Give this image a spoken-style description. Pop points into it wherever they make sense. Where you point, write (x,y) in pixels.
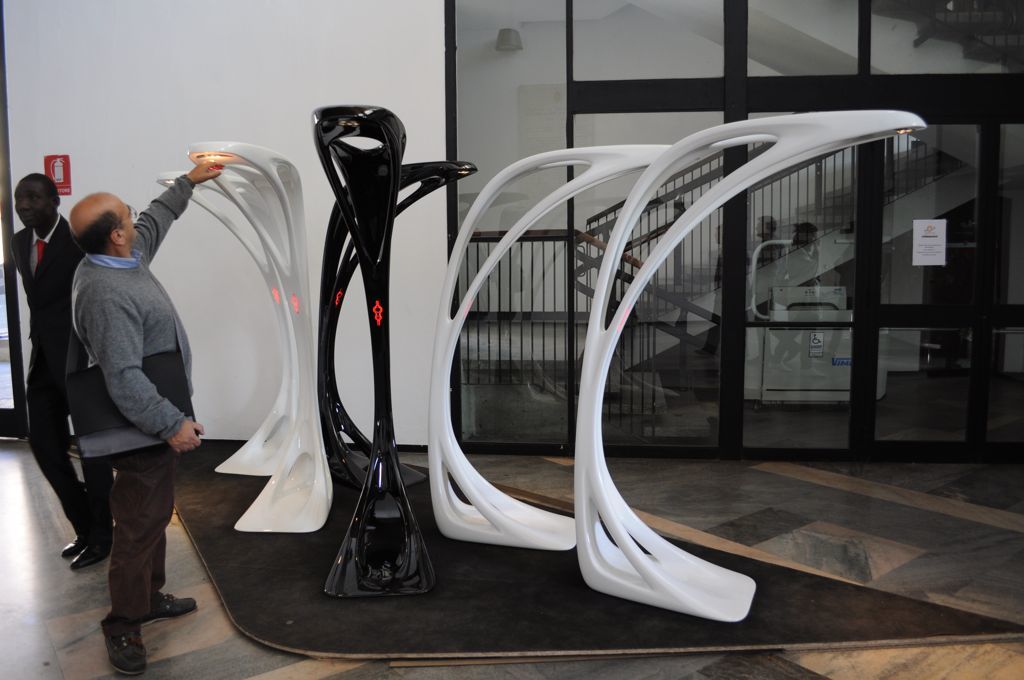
In this image I can see a person (125,319) wearing grey jacket (125,307), brown pant (142,477) and black shoe (140,660) is standing and holding a black colored object (182,385) and another person (49,255) wearing white shirt (32,254), red tie (39,242), black blazer (33,295), black pant (56,461) and black shoe (72,554) is standing. I can see the black colored surface (275,586) and on it I can see few objects (396,569) which are black and white in color. In the background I can see the white colored wall (249,44) and few glass doors (549,57) and on the glass doors (790,200) I can see the reflection (770,227) of few persons (817,252) and through the glass door (741,244) I can see few stairs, the railing (756,217) and a white colored object (769,336).
